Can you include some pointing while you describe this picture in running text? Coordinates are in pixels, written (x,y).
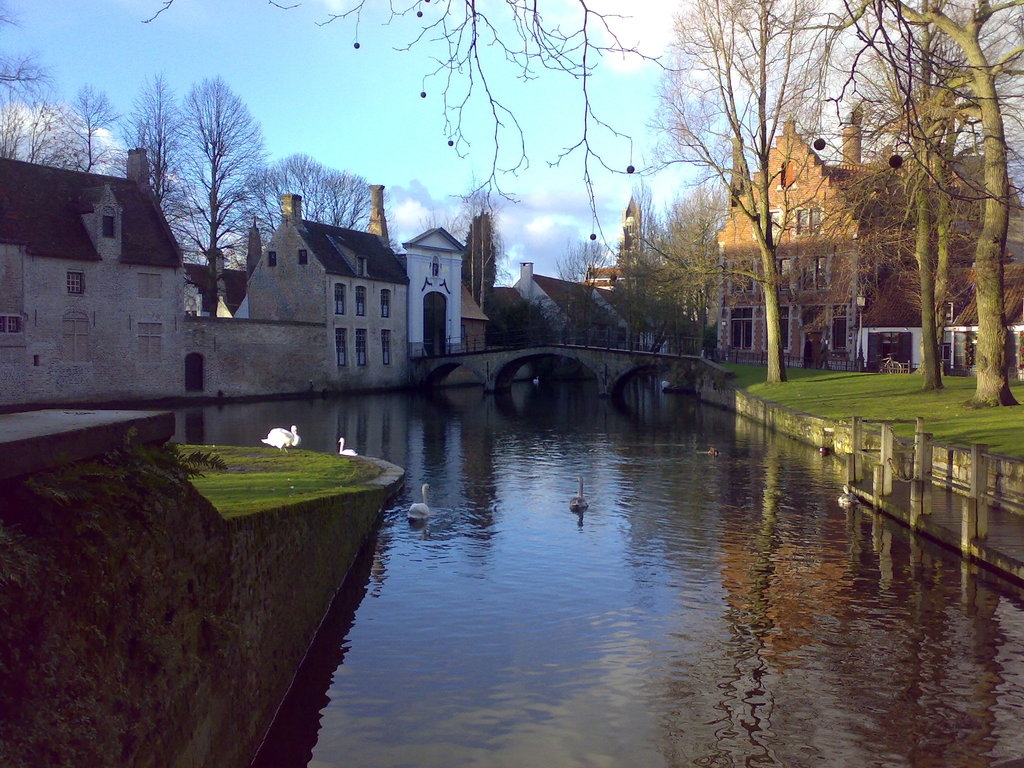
At the bottom of the image (512,529) there is water (518,456) with swans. On the left side of the image (121,653) there is a wall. And in the background (262,357) there are buildings (316,299) with walls (369,323), windows (385,304) and roofs (362,275). And also there are many trees (655,272). At the top of the image (479,150) there is a sky (417,150).
